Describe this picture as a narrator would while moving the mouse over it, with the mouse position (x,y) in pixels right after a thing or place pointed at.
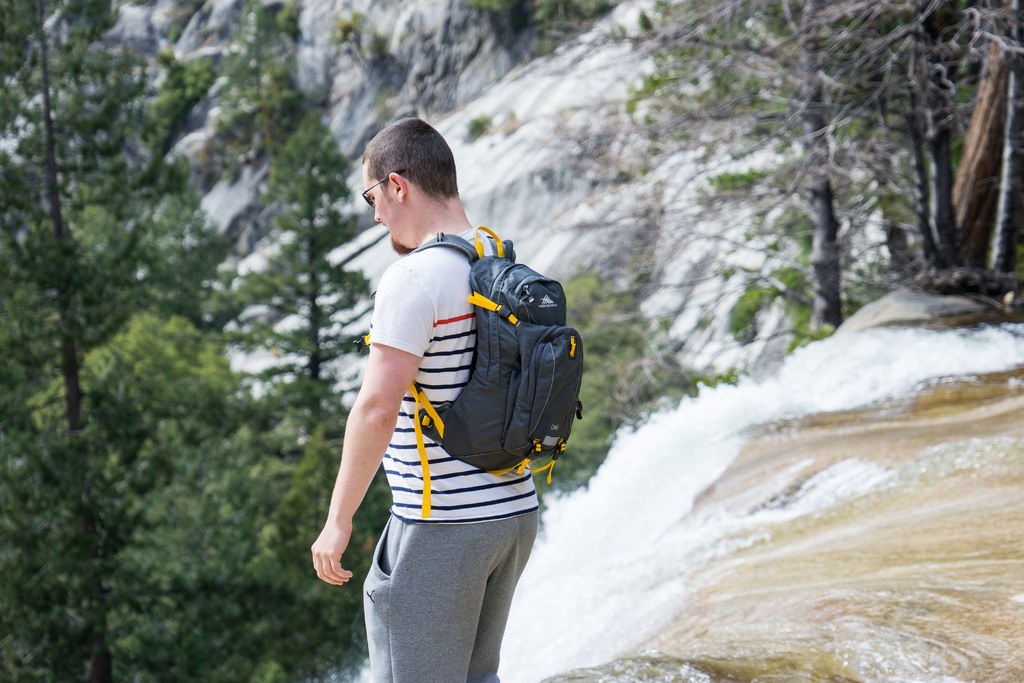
In this image we can see a man (400,434) wearing white t shirt (437,379) is carrying a backpack (521,370). In the background (732,509) we can see water (820,399) and trees (143,213).
